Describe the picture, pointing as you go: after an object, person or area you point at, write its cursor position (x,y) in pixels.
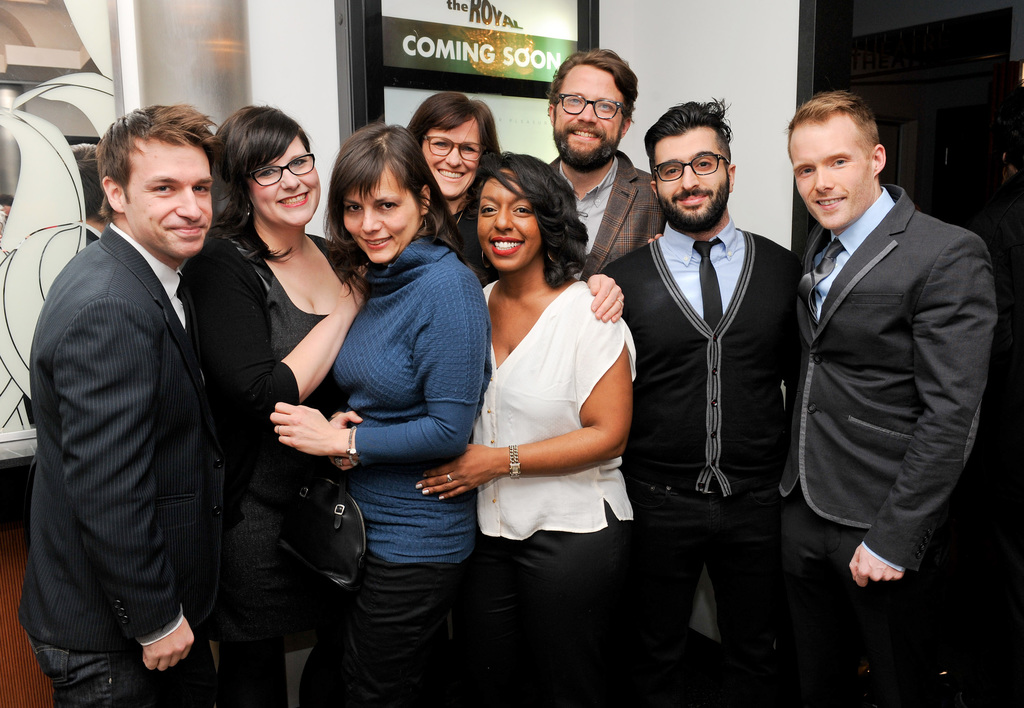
In this picture we can see a group of people (164,309) standing and smiling. There is some text (482,20) visible on the door (355,77). We can see a white object (50,189) and a person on the left side (47,171). There is some text (869,55) and a wooden object (966,154) is visible on the right side (929,56).
